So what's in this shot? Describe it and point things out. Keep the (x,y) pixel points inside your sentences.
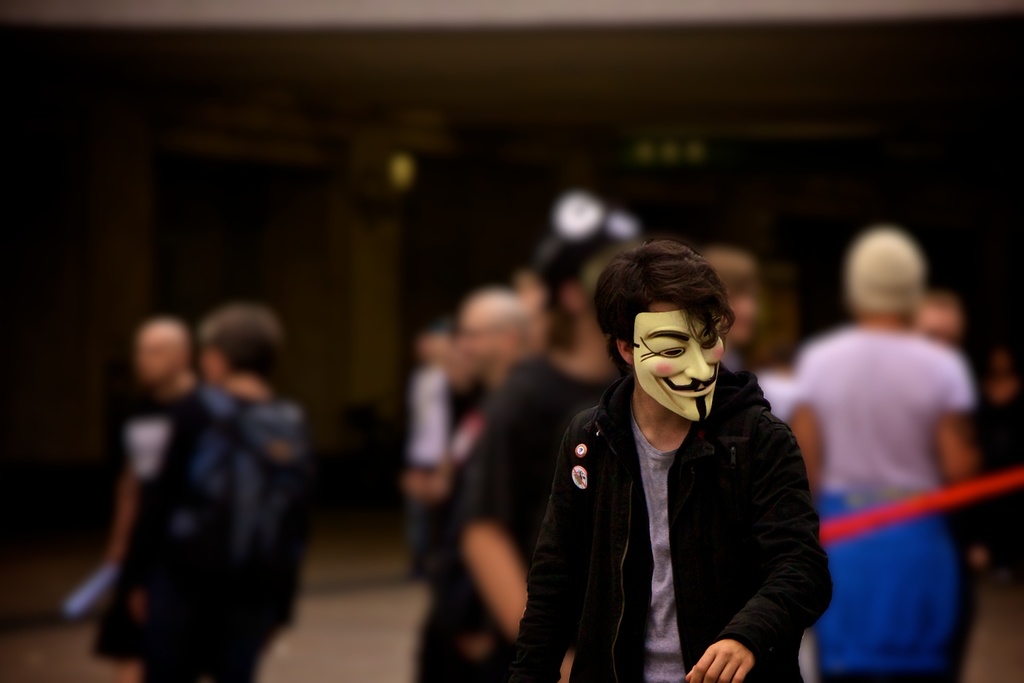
In this image we can see a person (734,443) wore a mask (661,344). There is a blur background (445,612) and we can see people (466,329).
